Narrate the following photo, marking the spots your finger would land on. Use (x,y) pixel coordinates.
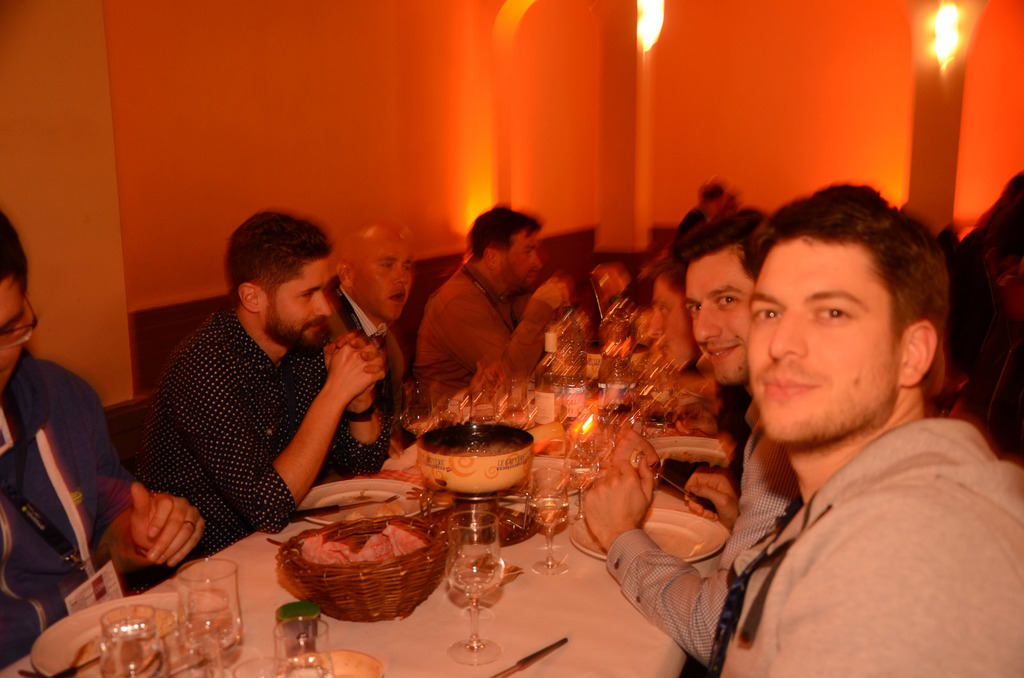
In this picture we observe many people (706,275) sitting on the table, and there is a white color cloth (270,591) on the table (585,624) above which food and beverages (611,383) are on it and the glasses (135,619) are in good design. In the background (110,332) there is a wall (359,110) with red color lights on it.
